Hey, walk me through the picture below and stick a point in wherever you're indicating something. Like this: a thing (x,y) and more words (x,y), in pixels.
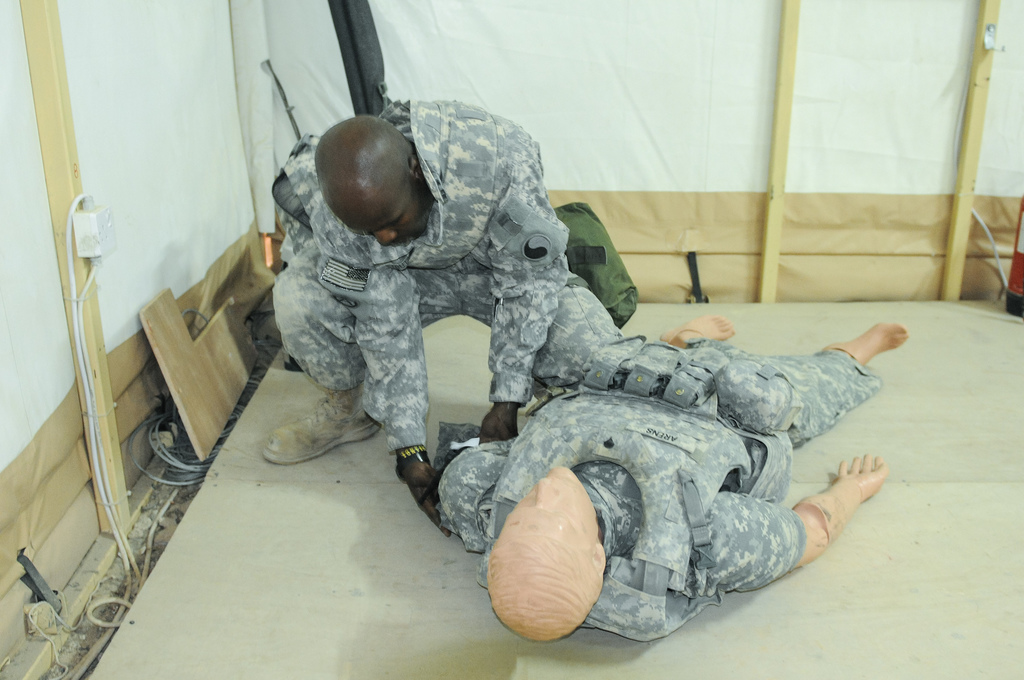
In this image I can see the person (515,433) and the mannequin (568,472) with military dress (521,387). I can see the person (339,123) is under the tent (412,81). To the side of the person (516,419) I can see the wires (185,480) and the wooden object (171,341).
